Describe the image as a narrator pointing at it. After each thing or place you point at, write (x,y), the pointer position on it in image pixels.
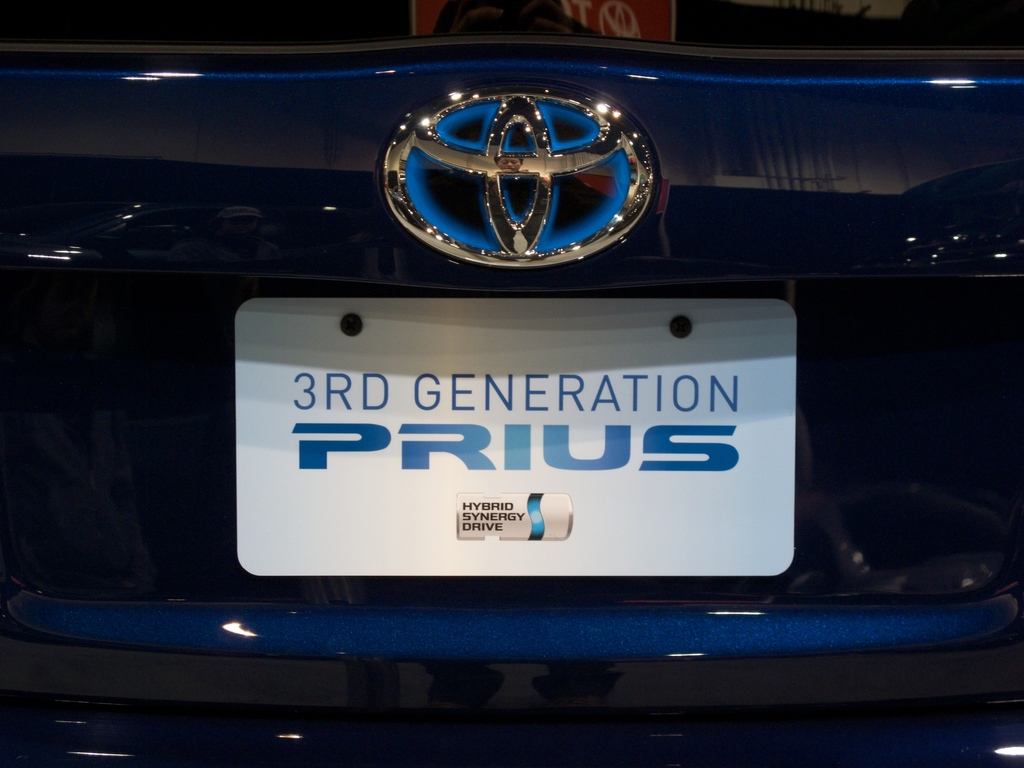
This is a zoomed in picture of a car (644,258). There is a logo (390,182). There is a number plate (523,304) on which there is some text (415,454).
